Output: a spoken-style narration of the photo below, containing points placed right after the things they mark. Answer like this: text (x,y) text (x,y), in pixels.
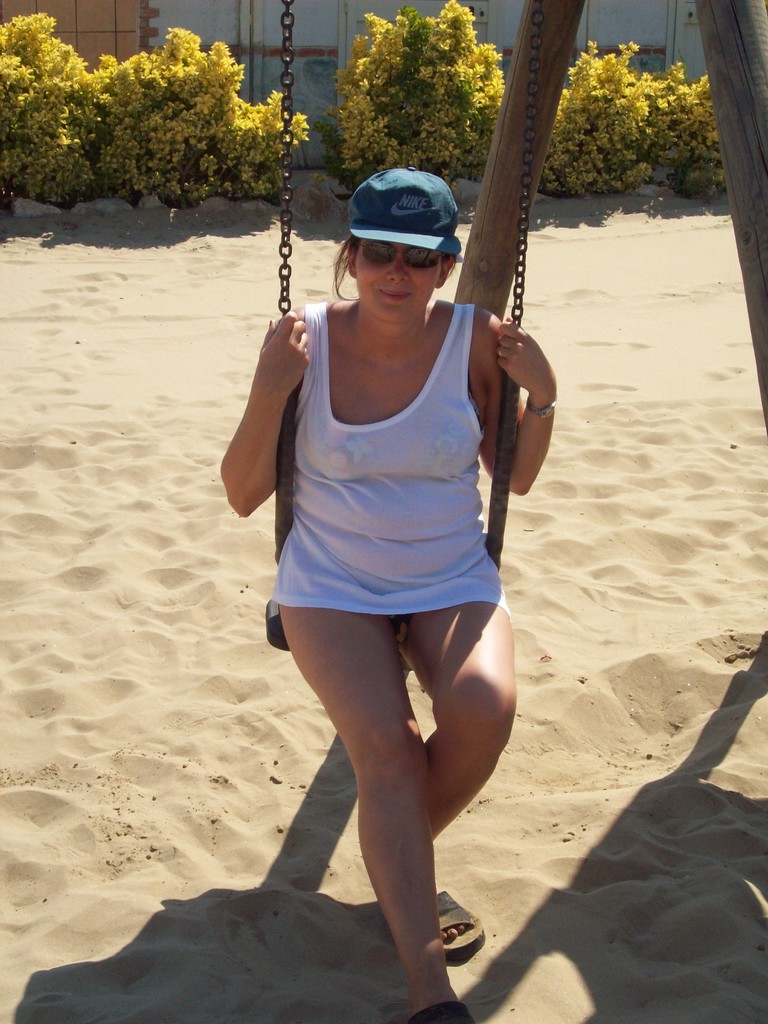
In this picture I can see a woman (418,280) sitting on a swing (465,272), and in the background (26,379) there are plants (37,42) and sand (634,487).
